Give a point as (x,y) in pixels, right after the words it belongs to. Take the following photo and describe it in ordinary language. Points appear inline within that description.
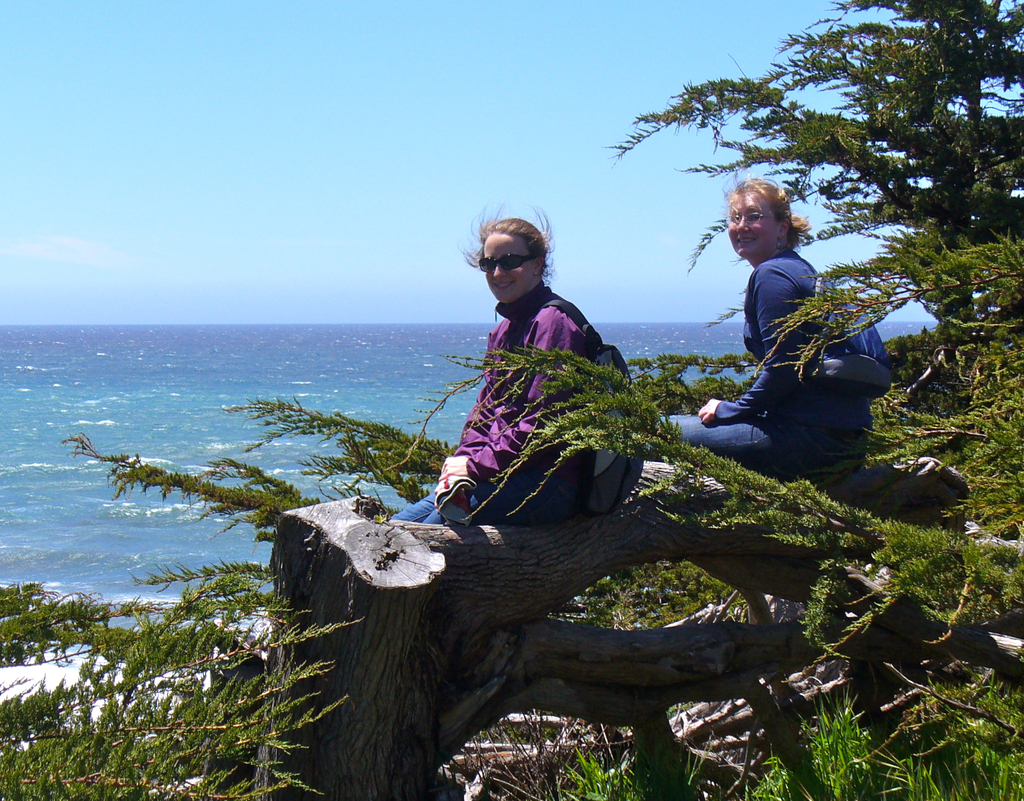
In this image, I can see two persons (774,355) sitting on a tree trunk (562,548) and smiling. I can see the trees (616,697) and water (101,401). In the background (115,249), there is the sky (293,101).
